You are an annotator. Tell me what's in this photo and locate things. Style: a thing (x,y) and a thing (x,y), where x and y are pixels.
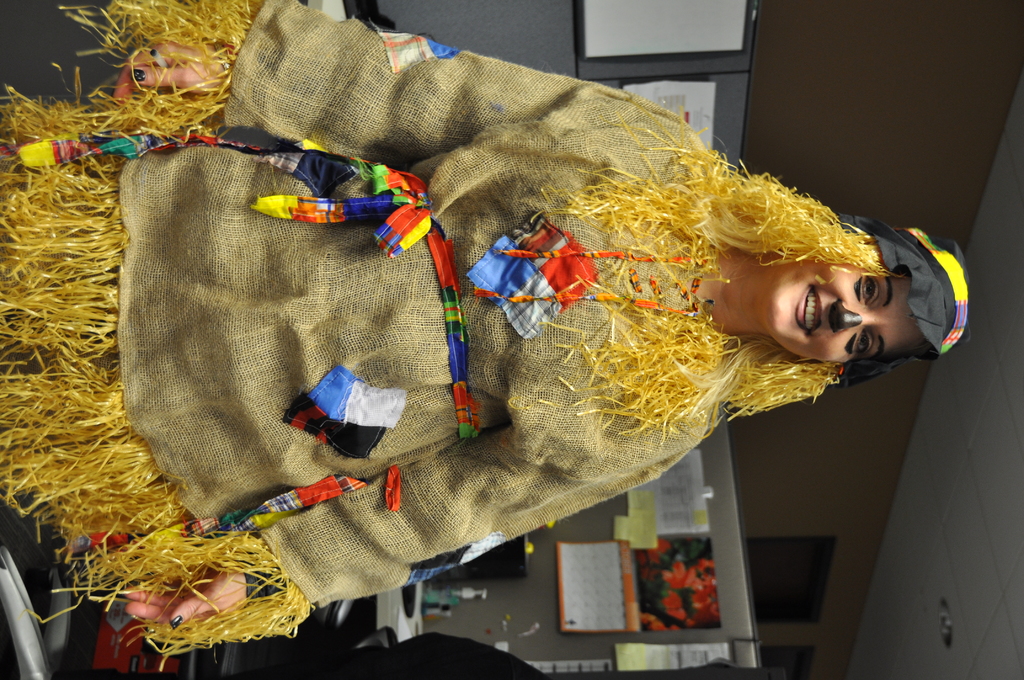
In this picture I can see a woman (125,297) in front (29,245) who is standing and I see that she is wearing a costume (387,204) and she is smiling. In the background (622,62) I see desks (689,114) on which there are few papers (612,582) and other things (594,576) and I see the wall (921,116) and the ceiling (902,522).
